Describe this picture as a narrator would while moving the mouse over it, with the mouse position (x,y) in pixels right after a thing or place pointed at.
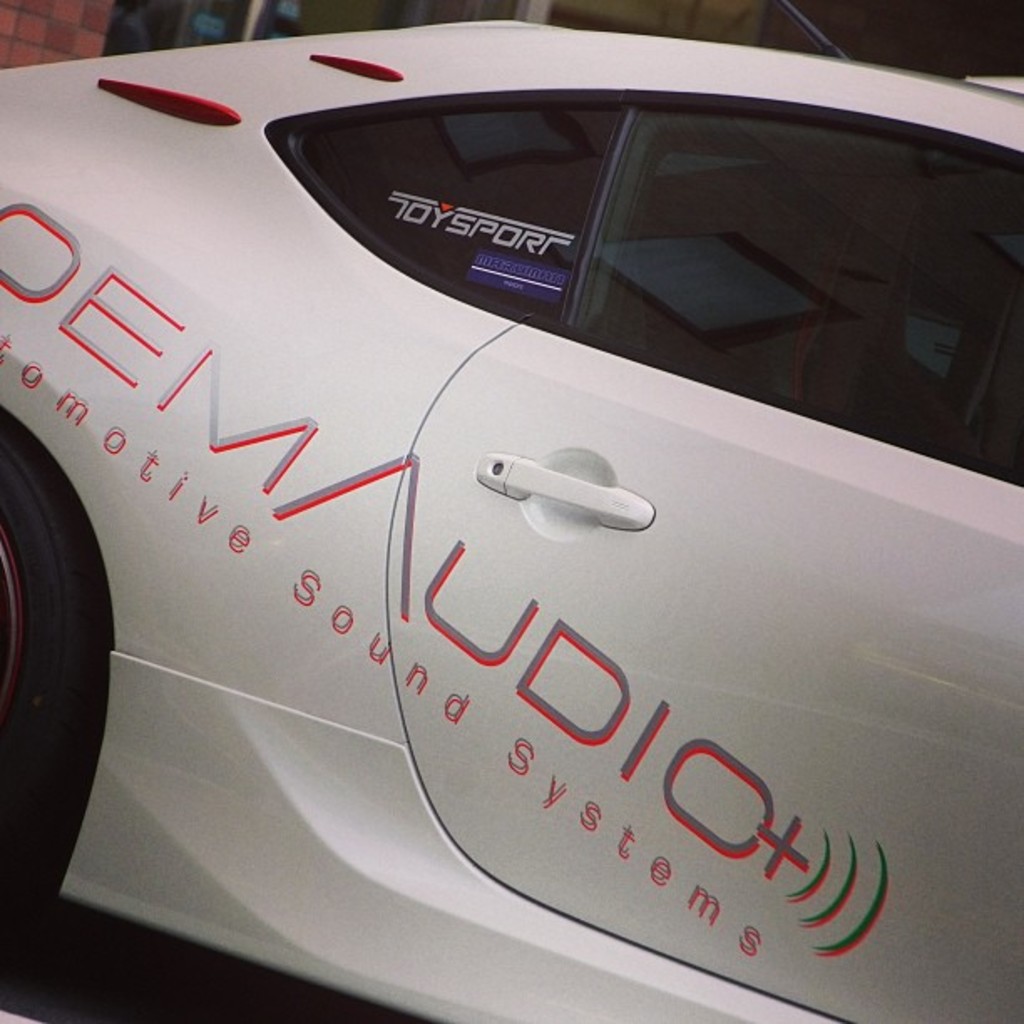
This is a zoomed in picture. In the foreground (511,56) there is a white color car (571,548) seems to be parked on the ground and we can see the text (214,417) on the car (242,198). In the background (78,13) we can see the metal rods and some other objects (129,50).
